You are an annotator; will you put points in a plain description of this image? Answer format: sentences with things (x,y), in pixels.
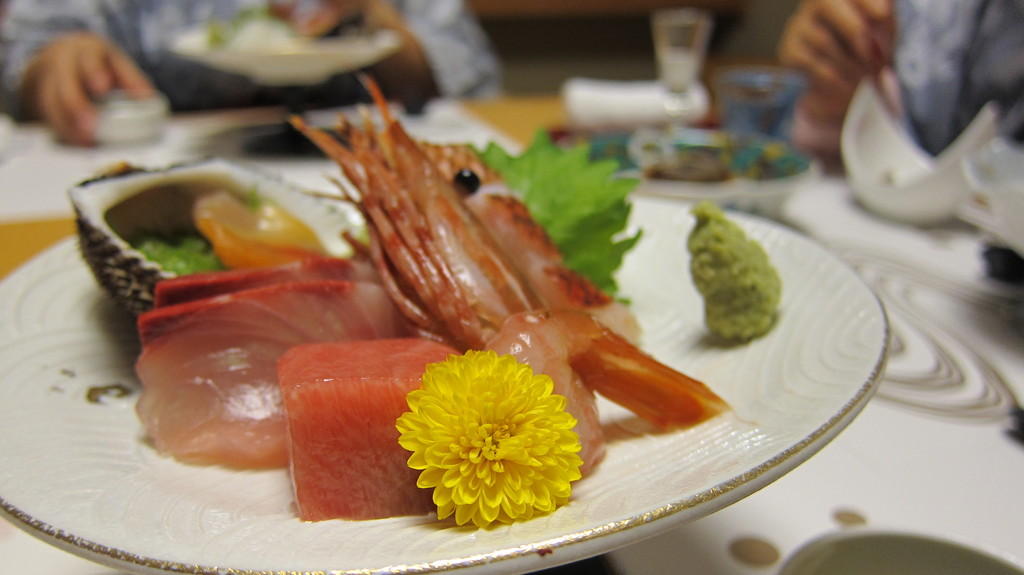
In this image, we can see some food items (362,297) on a plate (808,402) is placed on the surface (780,502). We can also see some objects (684,87) like a glass (676,56). There are a few people (382,83). Among them, a person (382,83) is holding an object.
